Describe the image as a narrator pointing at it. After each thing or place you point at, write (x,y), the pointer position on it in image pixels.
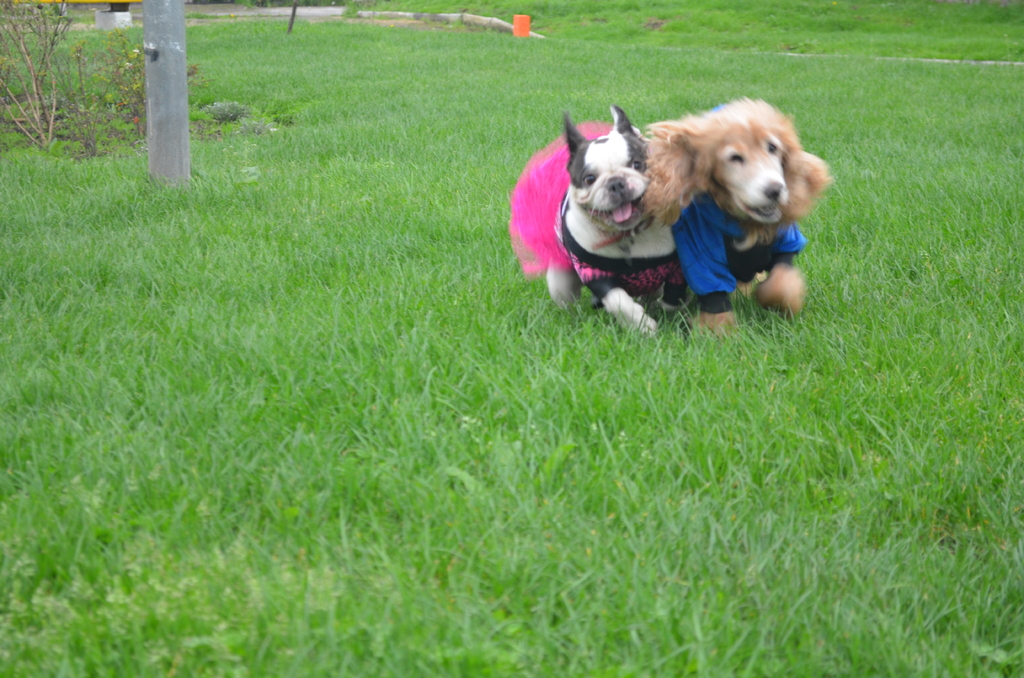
In this picture there are two dogs (658,184) running on this ground (469,335). The dogs (618,217) were in two different colors. One of the dogs (612,189) is in white and black color and the other dog (724,171) is in cream color. We can observe some grass (337,333) on the ground (618,431). There is a pole (162,97) in the left side (161,87).
